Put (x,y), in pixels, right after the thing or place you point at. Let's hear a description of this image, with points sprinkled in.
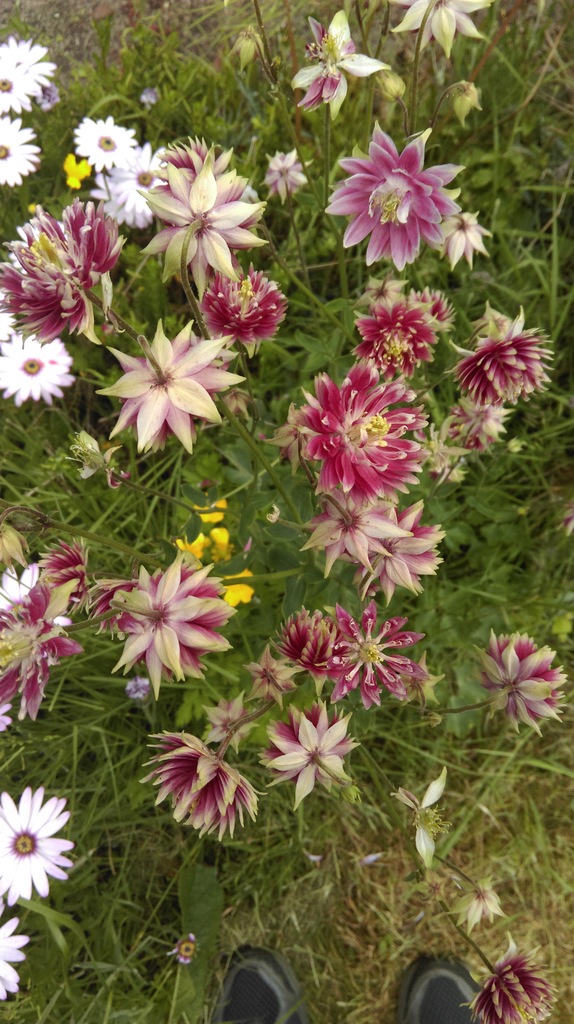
In this image I can see plants (437,157) on which I can see flowers (308,613), at the bottom (324,949) there are shoes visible on grass (343,971).
